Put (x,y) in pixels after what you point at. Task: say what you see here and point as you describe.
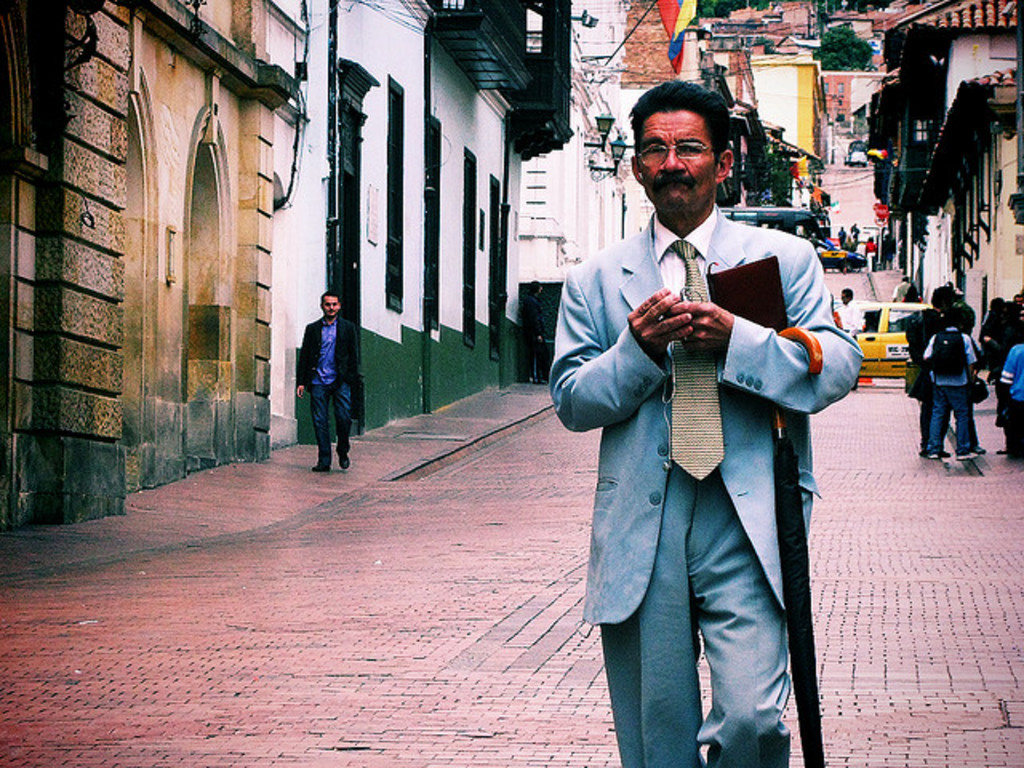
In this picture we can see group of people (744,332), in the middle of the image (643,353) we can see a man (799,429), he is holding an umbrella (800,334) and a book (752,308), in the background (870,324) we can find few buildings (773,110), trees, vehicles (885,320) and lights (618,133).
